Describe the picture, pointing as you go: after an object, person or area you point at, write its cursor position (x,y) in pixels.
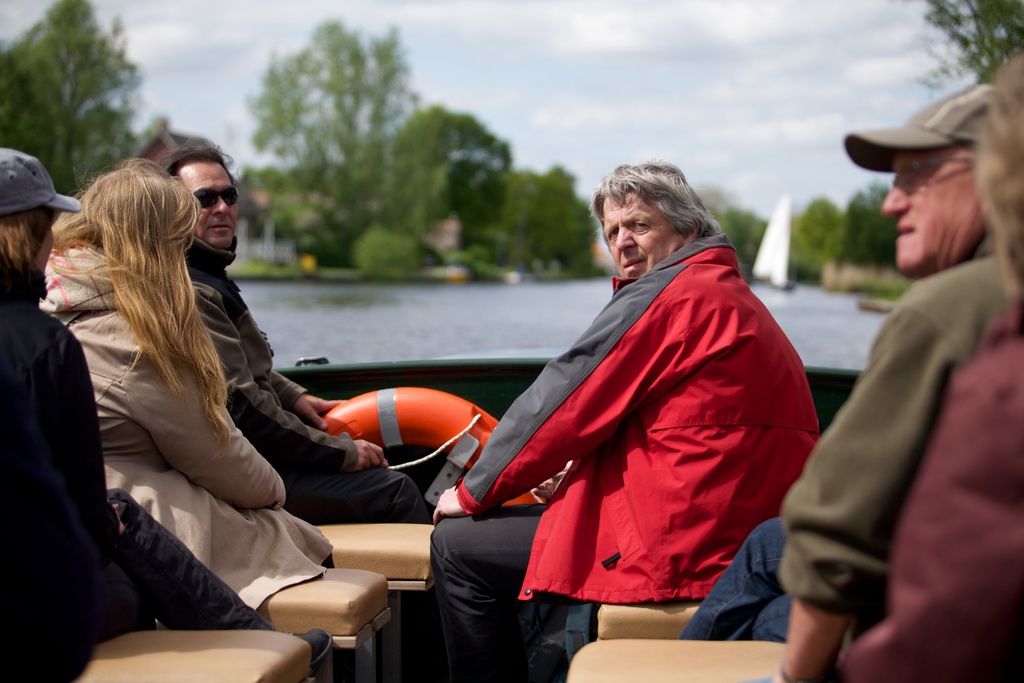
There are persons (759,381) in different color dresses (569,414), sitting on the benches (728,668), which are in the boat (356,389). The boat (393,376) is on the water (508,322) of a river (417,318). In the background (788,267), there is another boat (777,253) on the water (799,301), there are trees (359,194), a building (440,229) and clouds (551,89) in the blue sky (736,111).
